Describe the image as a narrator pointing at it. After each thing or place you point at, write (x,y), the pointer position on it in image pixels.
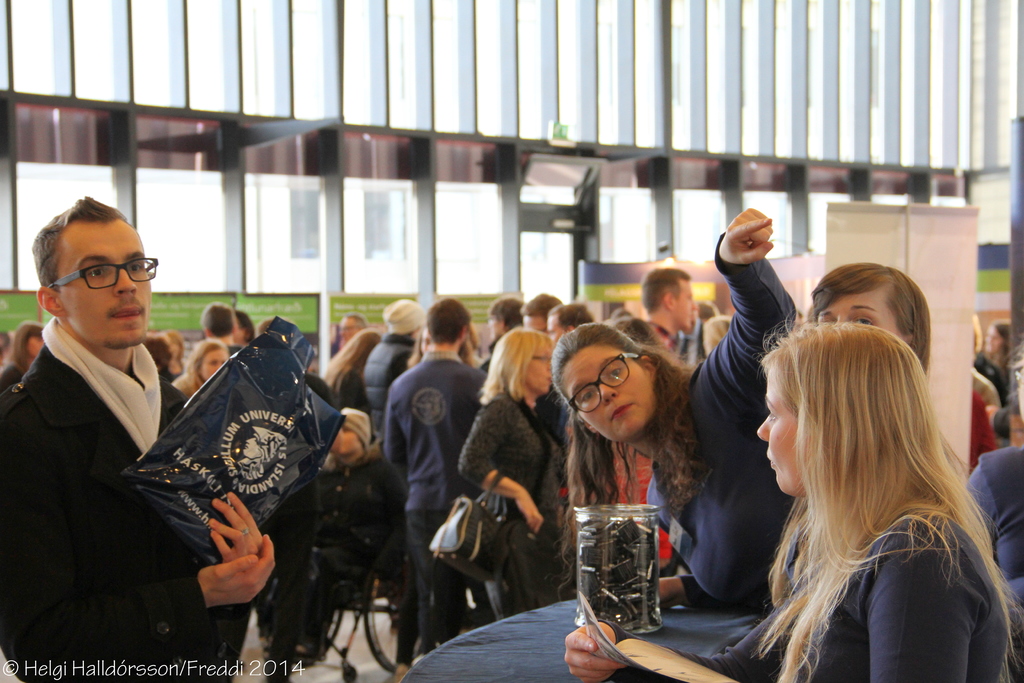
In this image there are a group of people (302,502) some of them are walking and some of them are sitting, and in the center (353,429) there is one person (354,515) who is sitting on a wheelchair (356,603). On the top of the image (386,199) there is one building (551,207) and windows (364,275).
